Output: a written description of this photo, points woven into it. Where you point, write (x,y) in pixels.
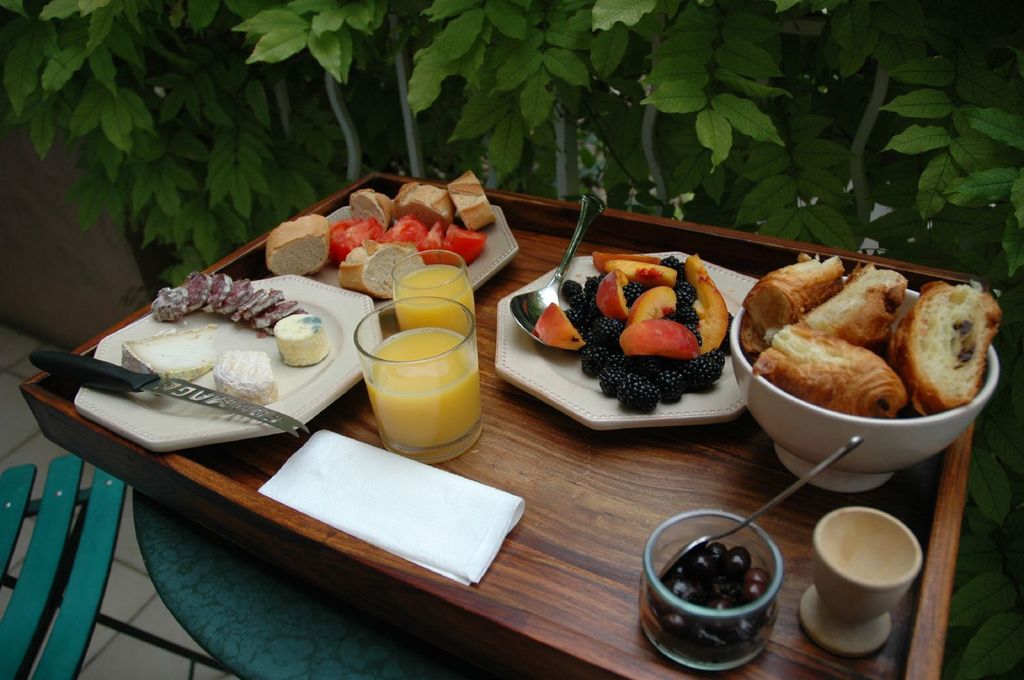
In this image I can see a table (439,625) on which there are plates (333,339), fruits (599,324), glasses (448,374), cups (670,549), bowl (881,441) and food items (664,362). In the background (157,125) I can see a fence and trees (505,143). This image is taken on a patio (13,555) during a day.
